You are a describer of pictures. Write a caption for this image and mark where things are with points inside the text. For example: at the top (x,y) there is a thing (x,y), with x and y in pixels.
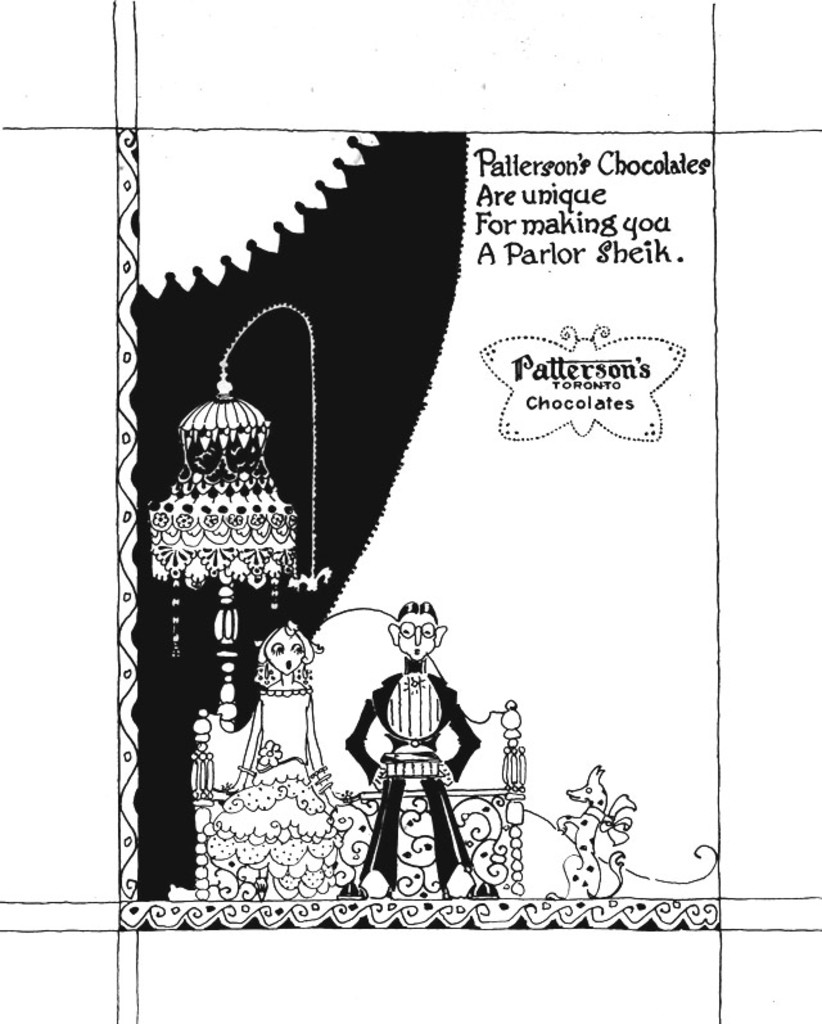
In this image I can see cartoon characters (311,713) and on the top of this image (626,182) I can see something is written. I can see colour of this images black and white.
